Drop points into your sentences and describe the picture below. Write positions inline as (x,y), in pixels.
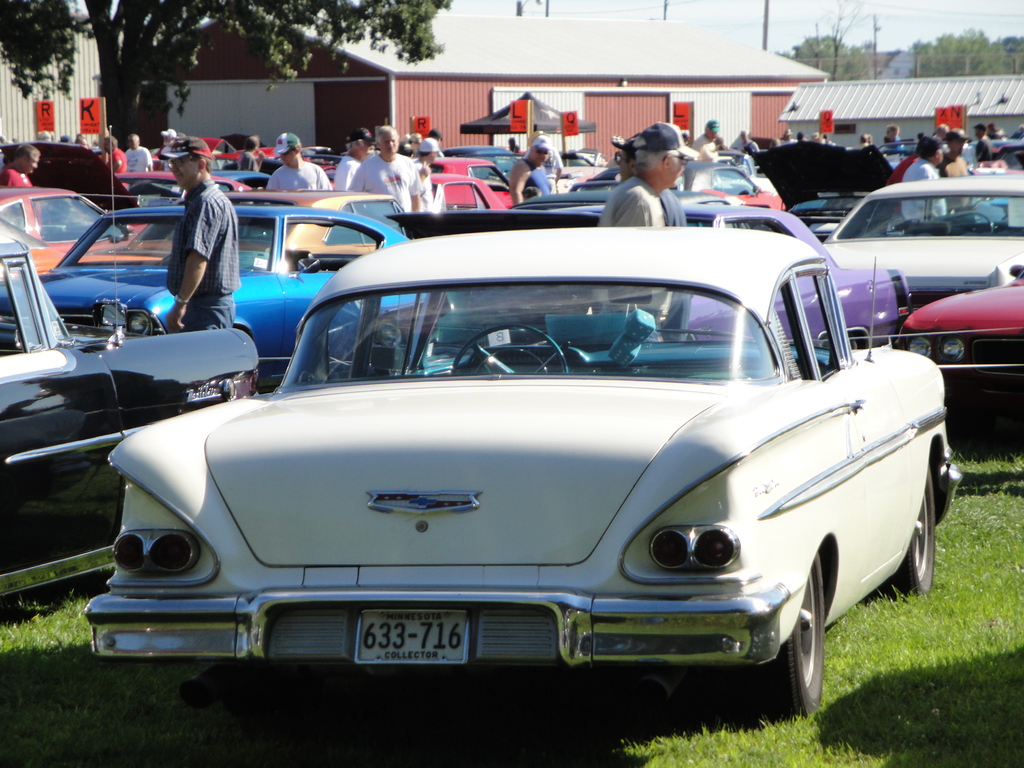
In this image I can see group of people (185,260), some are standing and some are walking, I can also see few vehicles (422,364). In front (499,246) the vehicle (529,373) is in white color, background (590,65) I can see few houses (504,64) in brown and white color, trees (965,42) in green color, few poles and the sky (724,12) is in white color.
